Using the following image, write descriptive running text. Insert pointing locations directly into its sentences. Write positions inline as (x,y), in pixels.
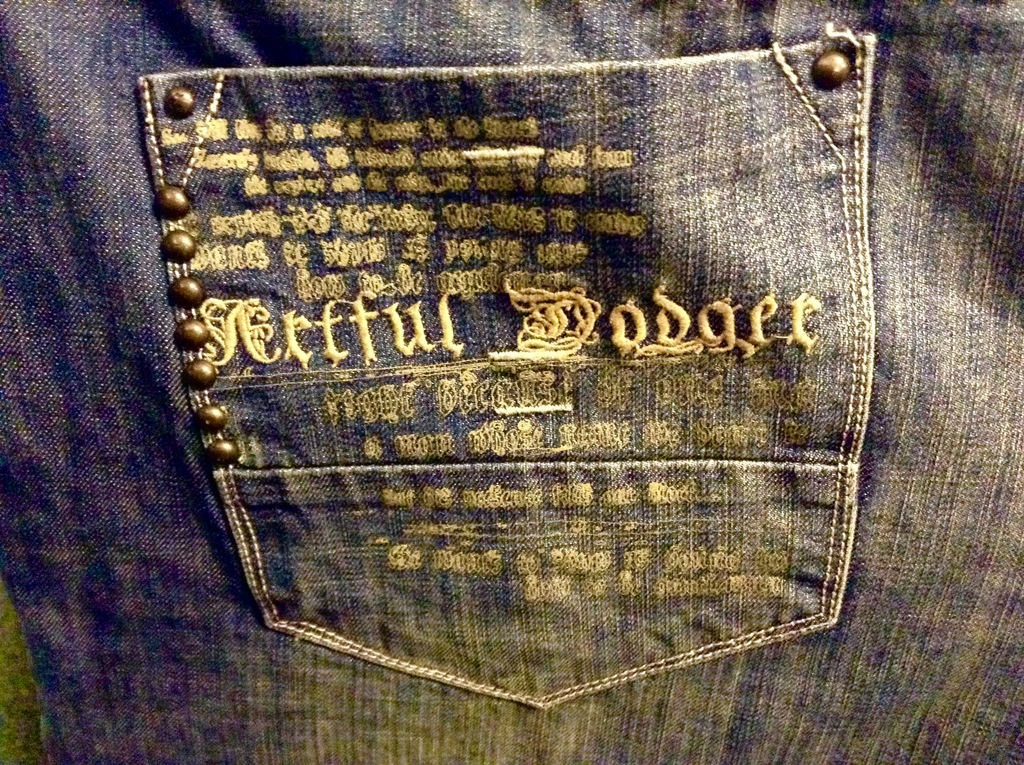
In this image we can see the pocket (408,338) a jeans pant (366,365). On the pocket (569,400) there is some text (198,262) and some buttons (190,246).
